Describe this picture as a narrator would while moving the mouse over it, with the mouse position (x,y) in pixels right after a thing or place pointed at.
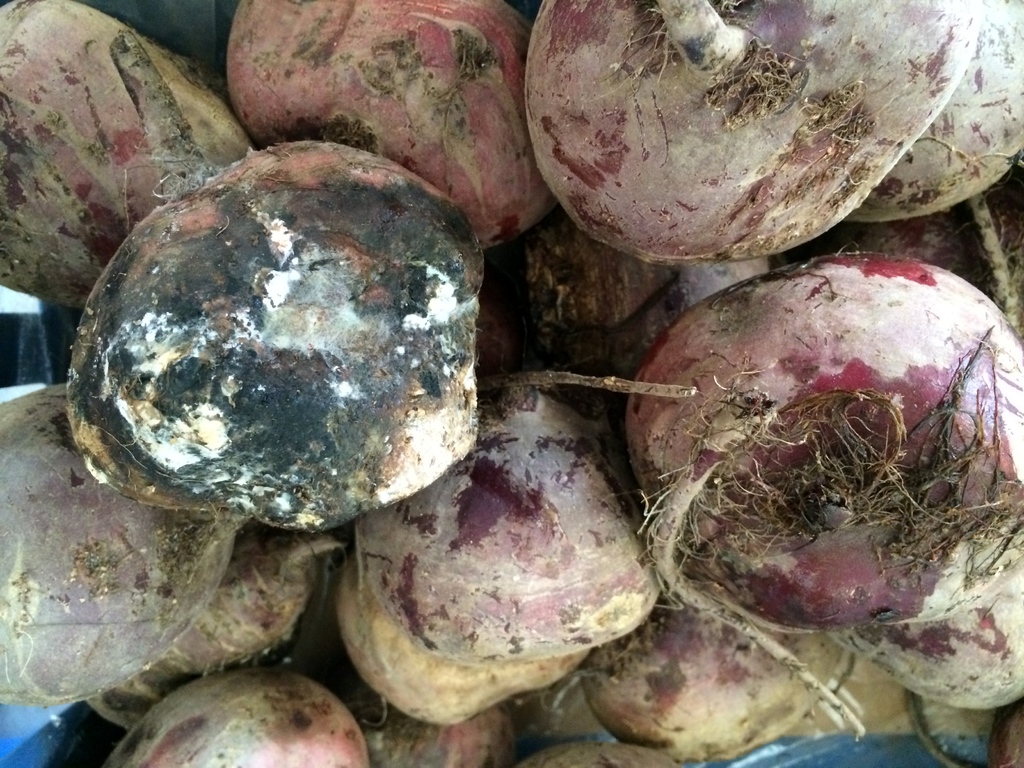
In this image we can see many beetroots (239,32).
